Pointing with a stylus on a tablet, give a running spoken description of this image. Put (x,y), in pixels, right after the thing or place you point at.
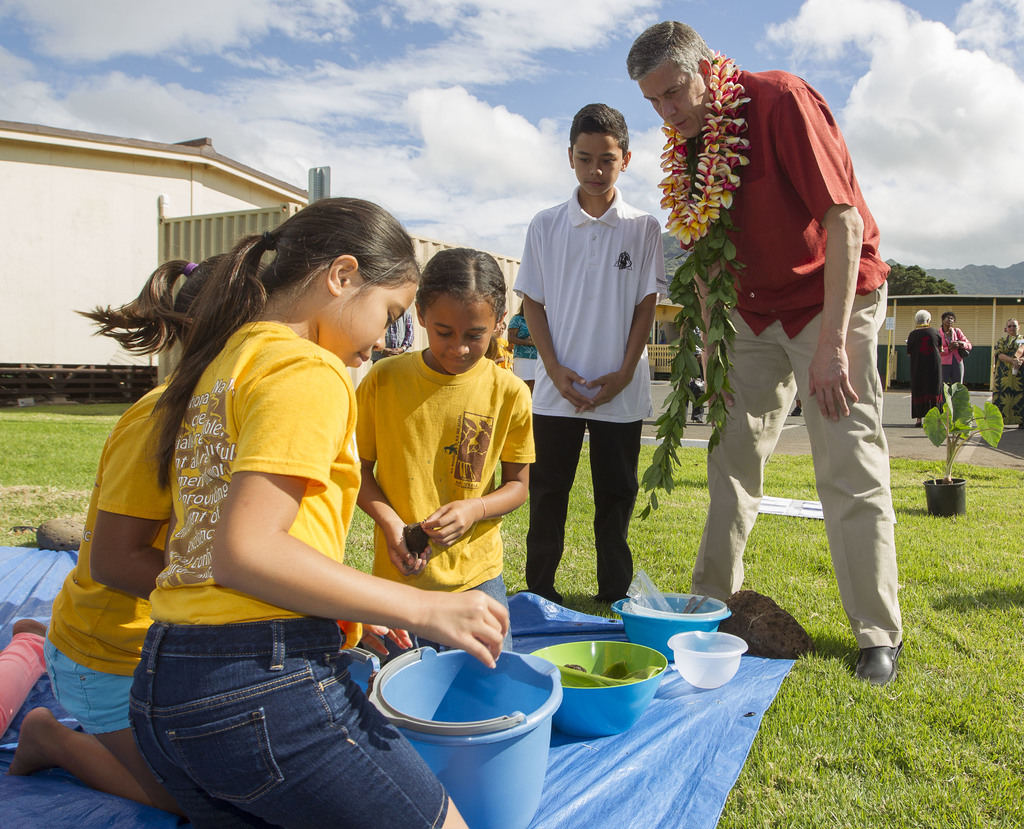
In this image we can see a group of people (375,415) standing on the ground (849,711). one person (727,137) is wearing a garland (717,172). In the foreground (497,736) we can see a group of bowls (590,717) placed on the ground (703,690). To the right side (951,462), we can see a plant (945,470) in a pot (945,489). In the background (975,340), we can see a group of buildings (986,352), a container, trees (921,280), mountain (963,275) and the cloudy sky (537,140).
